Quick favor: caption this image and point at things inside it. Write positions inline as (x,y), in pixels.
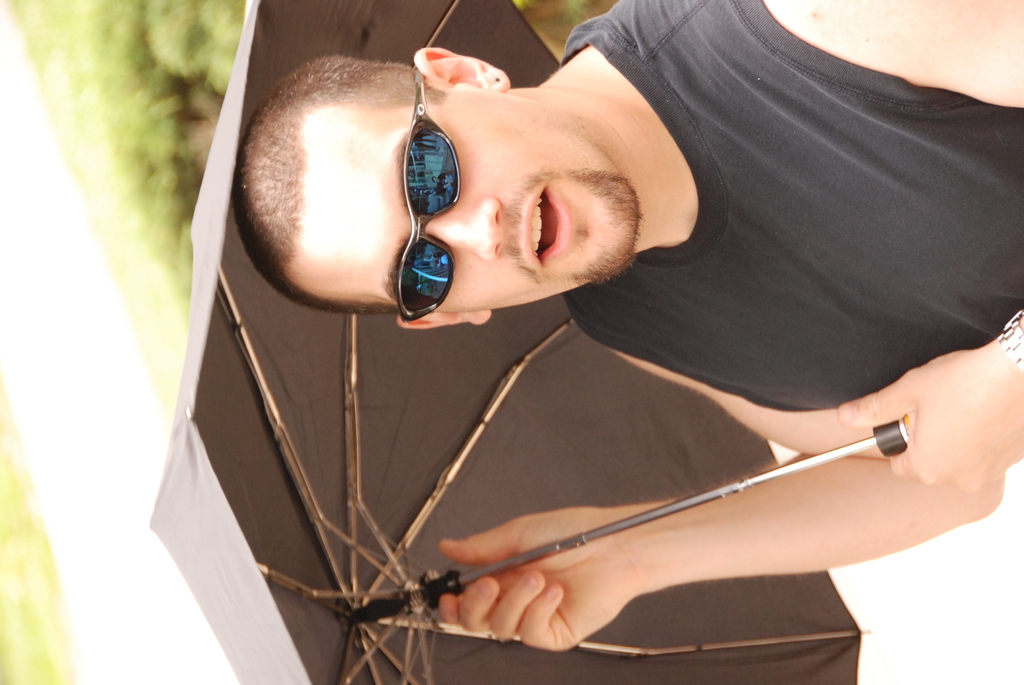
In this image there is men (884,126) he is wearing a black color T-shirt (830,264) and holding an umbrella (424,380) in the background (180,57) it is blurry.
